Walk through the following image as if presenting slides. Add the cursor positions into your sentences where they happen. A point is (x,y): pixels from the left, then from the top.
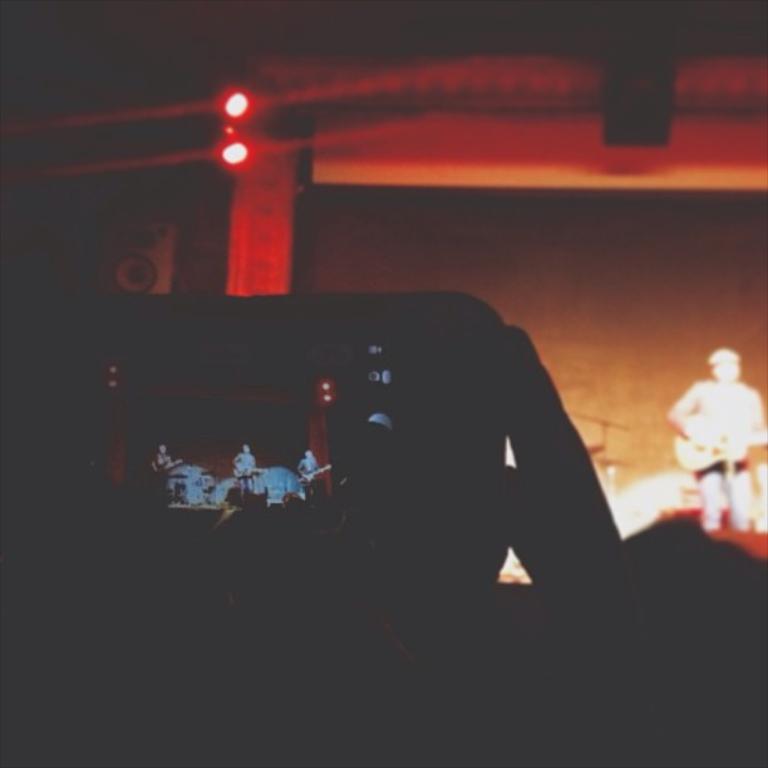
At the bottom of the image (305,684) we can see a person (334,697) is holding a mobile (320,346). On the right side of the image (701,423) we can see a man (722,399) is standing and playing a guitar (710,464). In the background of the image (439,226) we can see the wall (369,224), pillar (273,219), lights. speaker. At the top of the image (459,51) we can see the roof (467,33).
